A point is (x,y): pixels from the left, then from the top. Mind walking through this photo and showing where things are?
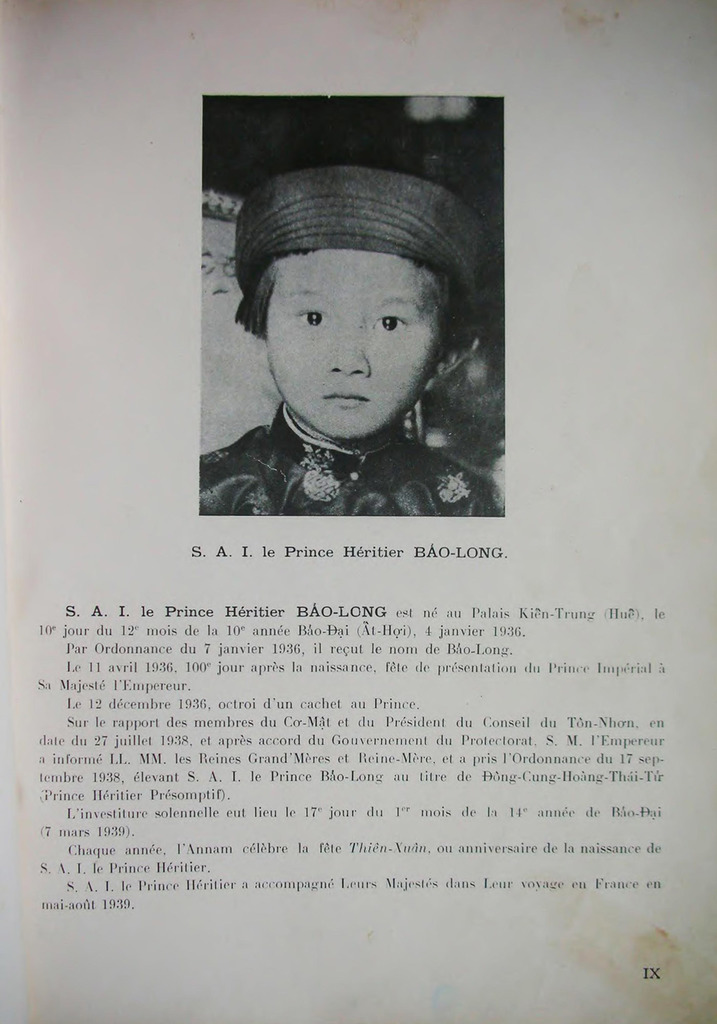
In this image I can see a white colour paper (199,45) and on it I can see a picture (286,171) of a boy (432,496). I can see this picture is in black and white colour. I can also see something is written on this paper (283,609).
